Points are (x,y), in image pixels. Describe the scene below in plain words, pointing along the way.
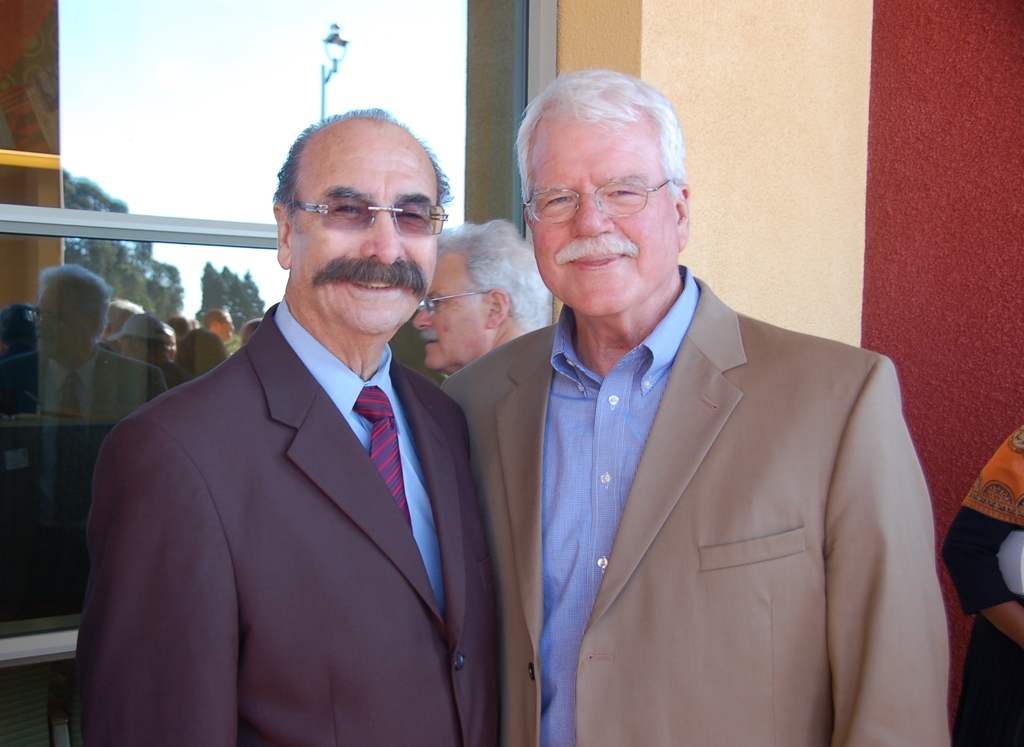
In this image in the foreground (304,426) there are two persons (435,525) who are standing and they are smiling, in the background (956,323) there is a building (161,202) and a glass window (76,427) and there are two persons (970,517).
